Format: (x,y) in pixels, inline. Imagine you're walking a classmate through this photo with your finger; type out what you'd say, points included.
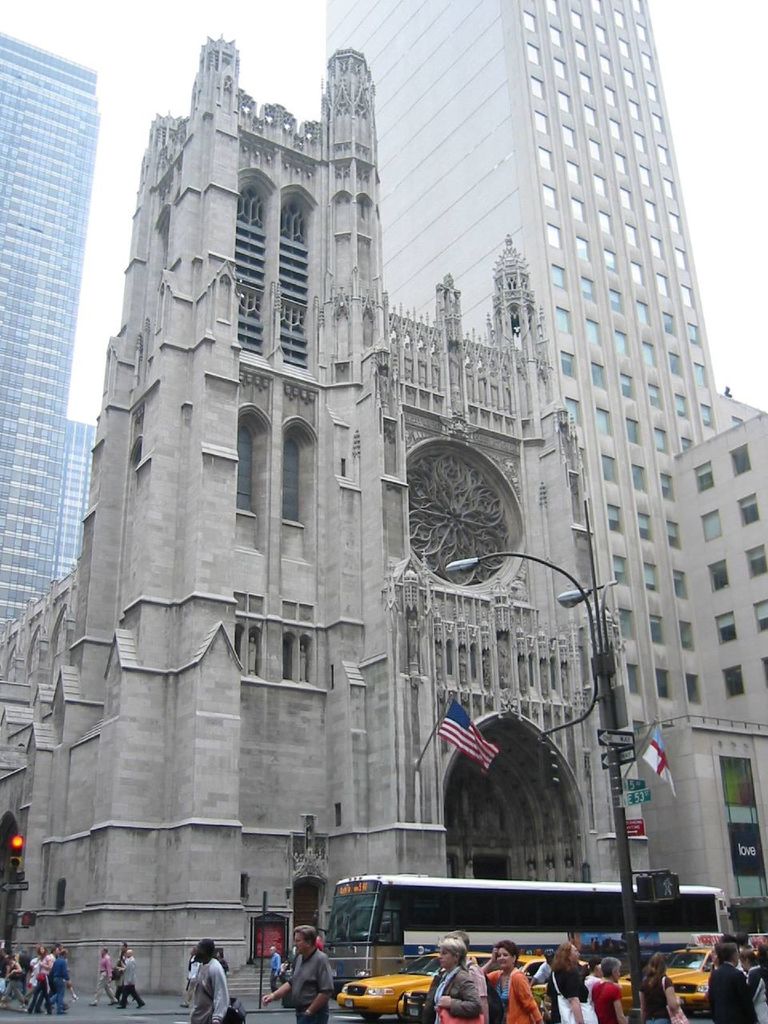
In this picture I can see buildings (492,534), street lights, flags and vehicles (386,1008) on the road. Here I can see a group of people (432,996) are standing on the road (125,1016). On the left side (16,835) I can see the traffic light (18,856). In the background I can see the sky (125,278).
